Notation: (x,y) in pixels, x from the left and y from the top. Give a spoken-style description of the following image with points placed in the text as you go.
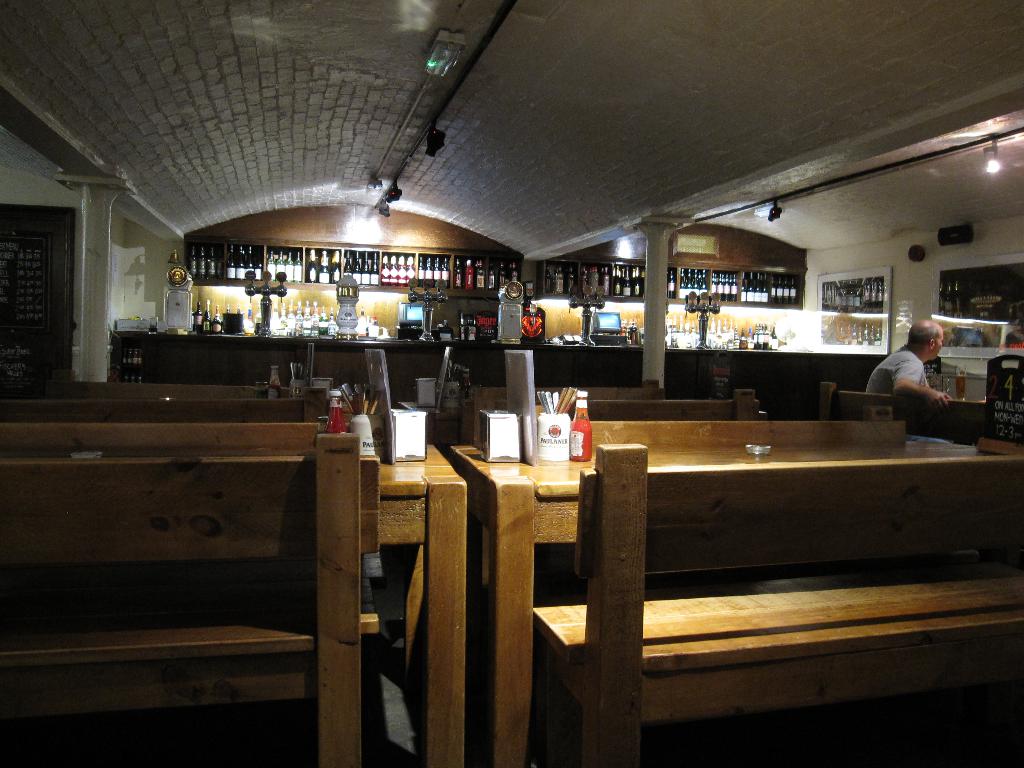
In this picture we can see a sauce bottle (578,439), glasses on the table (679,450), and we can see a man (888,390) is seated on the chair (846,397), in the background (241,274) we can find couple of bottles (703,274), monitors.
